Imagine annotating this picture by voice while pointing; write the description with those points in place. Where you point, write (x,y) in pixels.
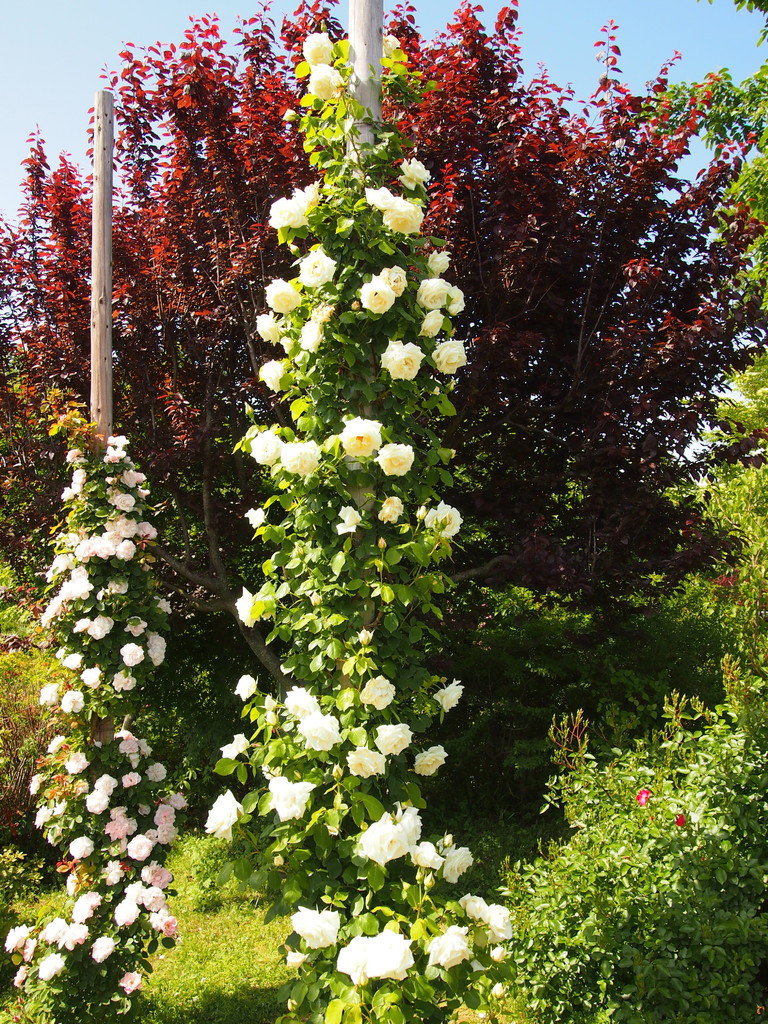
In this image I can see the flowers (308,736) to the plants (585,784). These flowers (169,924) are in pink, white, red and cream color. In the background (141,444) I can see the pole (107,433), red color plant (194,322) and the sky (548,50).
